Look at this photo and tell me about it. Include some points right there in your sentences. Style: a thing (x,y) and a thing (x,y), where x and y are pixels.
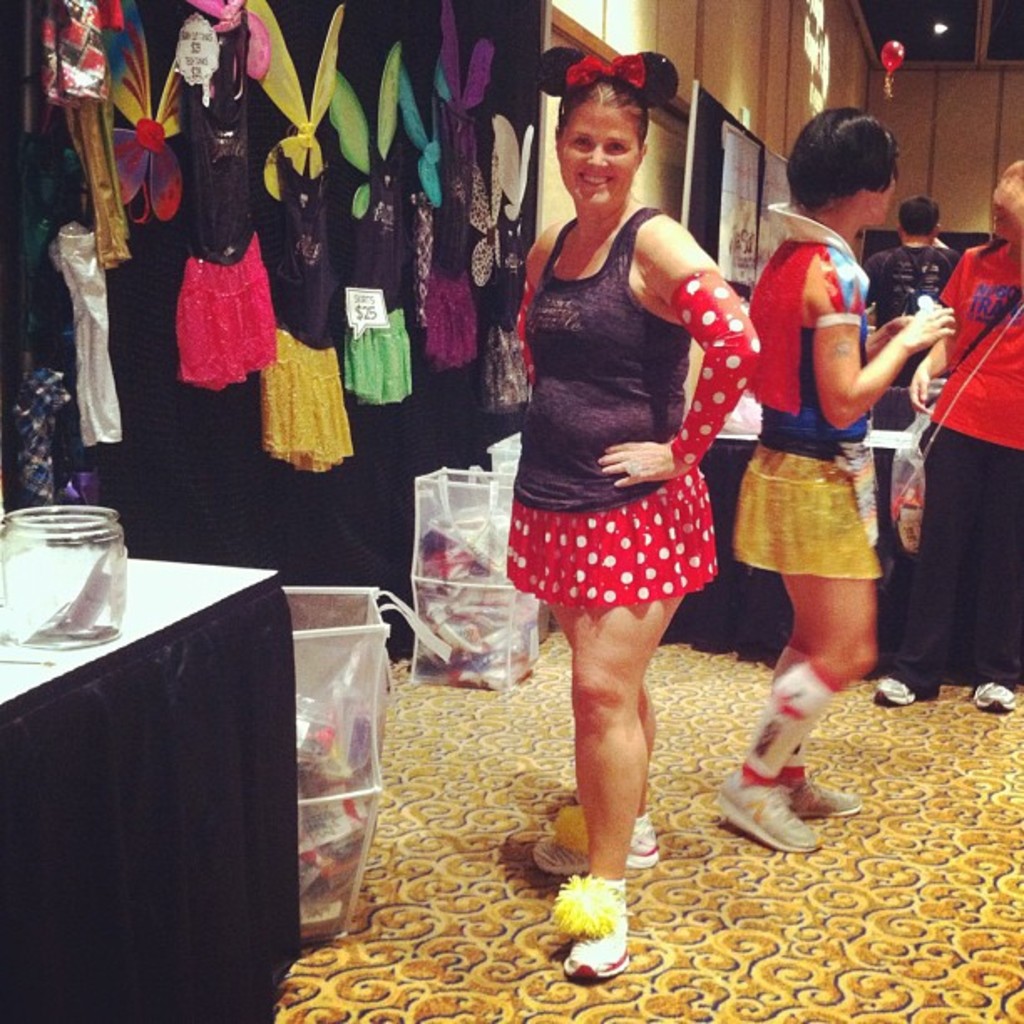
In the center of the image (621,348) we can see a lady (617,245) standing and smiling. On the left (331,296) there are clothes (327,209) hanging to the hanger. There is a table (206,697) and we can see a bottle (12,558) placed on the table (91,728). On the right (791,799) there are people (846,432) standing. At the bottom (356,887) there are bags (445,683). In the background (1007,94) there is a wall (911,100).
